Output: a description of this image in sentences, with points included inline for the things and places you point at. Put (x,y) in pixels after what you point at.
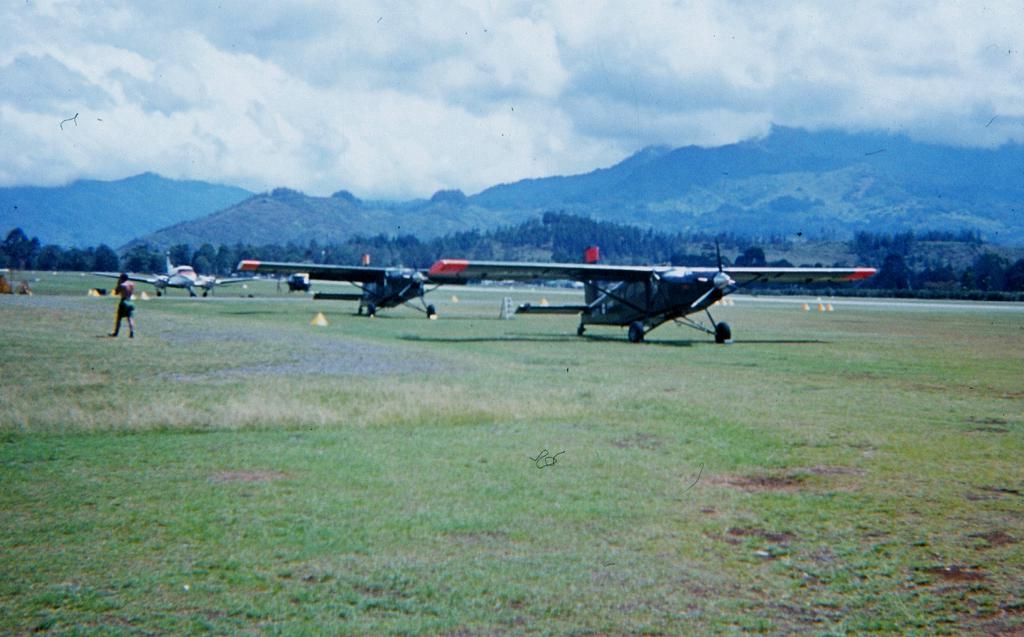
As we can see in the image there is a man (130,301) walking and there is grass (558,459). There are planes (570,309), trees (351,246) and in the background (484,224) there are hills (392,237). At the top (244,102) there is sky (350,159) and clouds (100,135).
